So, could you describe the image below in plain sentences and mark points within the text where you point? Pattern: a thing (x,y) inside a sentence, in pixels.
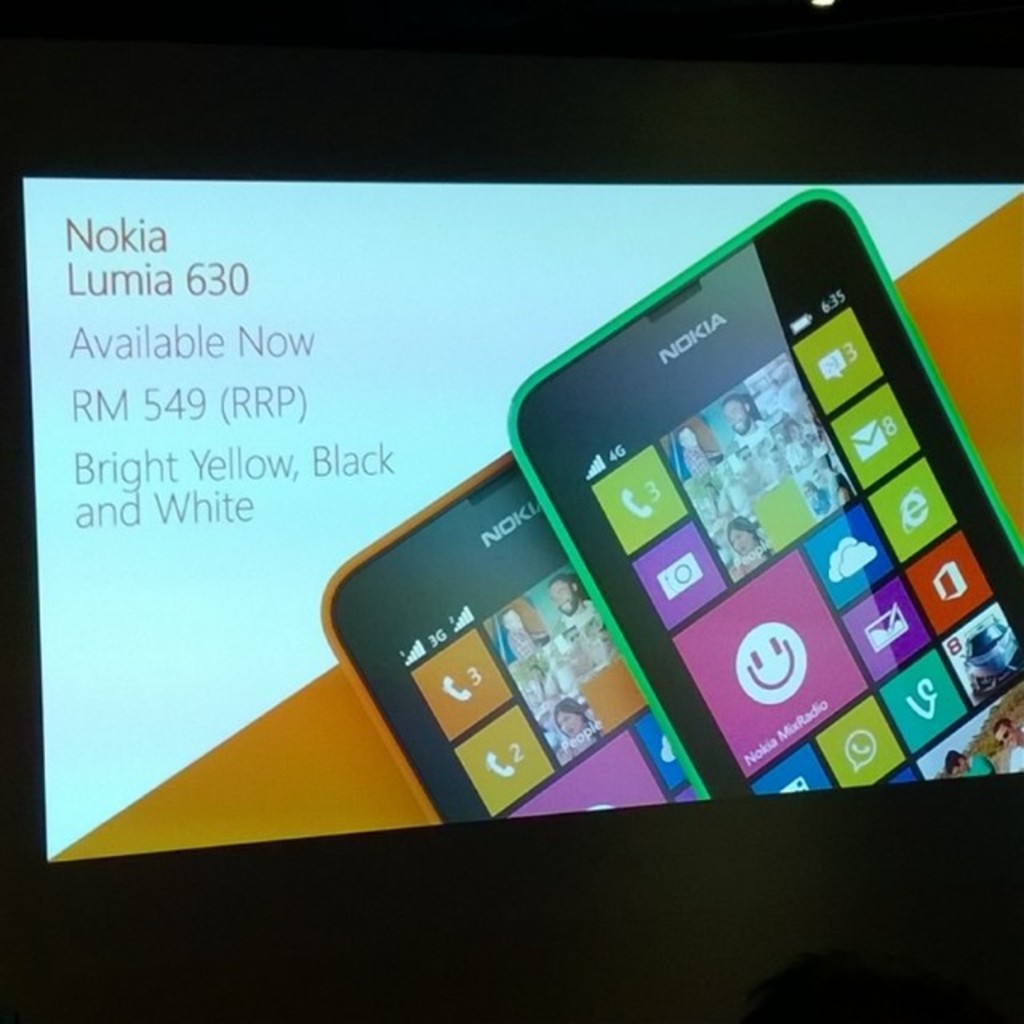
In this picture I can see the projector screen (688,302) near to the wall (792,173). In that screen (574,344) they are showing the advertisement (550,354) of Nokia Lumia phone (620,615). In the top right corner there is a light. At the bottom (689,893) I can see the darkness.
